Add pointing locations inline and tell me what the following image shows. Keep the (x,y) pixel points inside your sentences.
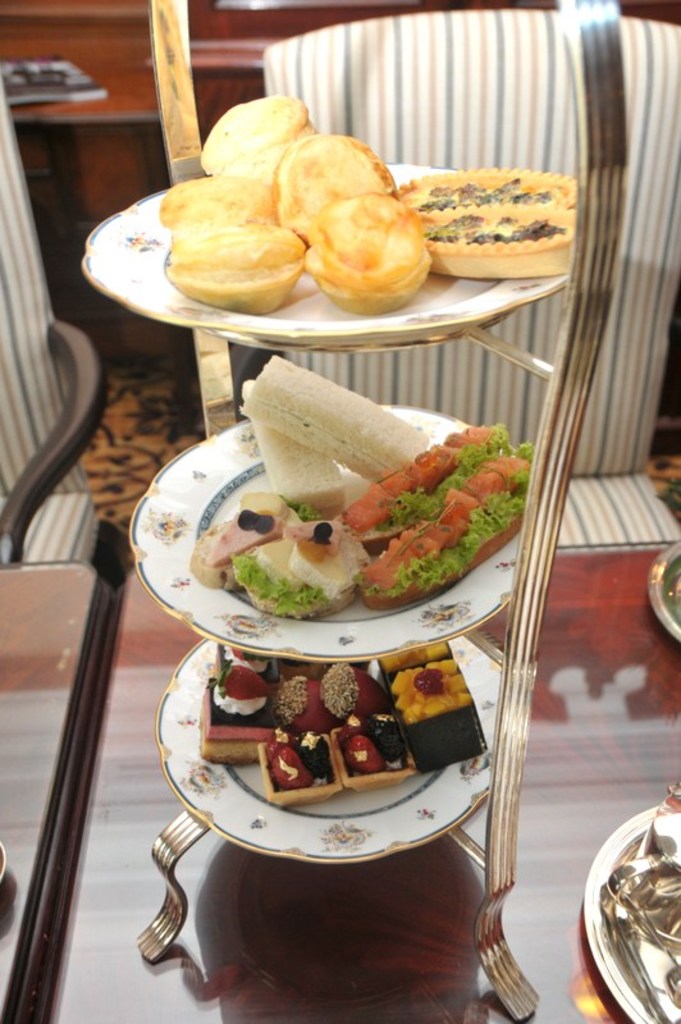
In this image I can see few food items (204,199) in the plates (172,684) and the food items (360,699) are in brown, white, cream, green and red color and the plates (236,785) are in white color. In the background (328,1) I can see few chairs (651,228) and I can also see few wooden objects (72,48).
